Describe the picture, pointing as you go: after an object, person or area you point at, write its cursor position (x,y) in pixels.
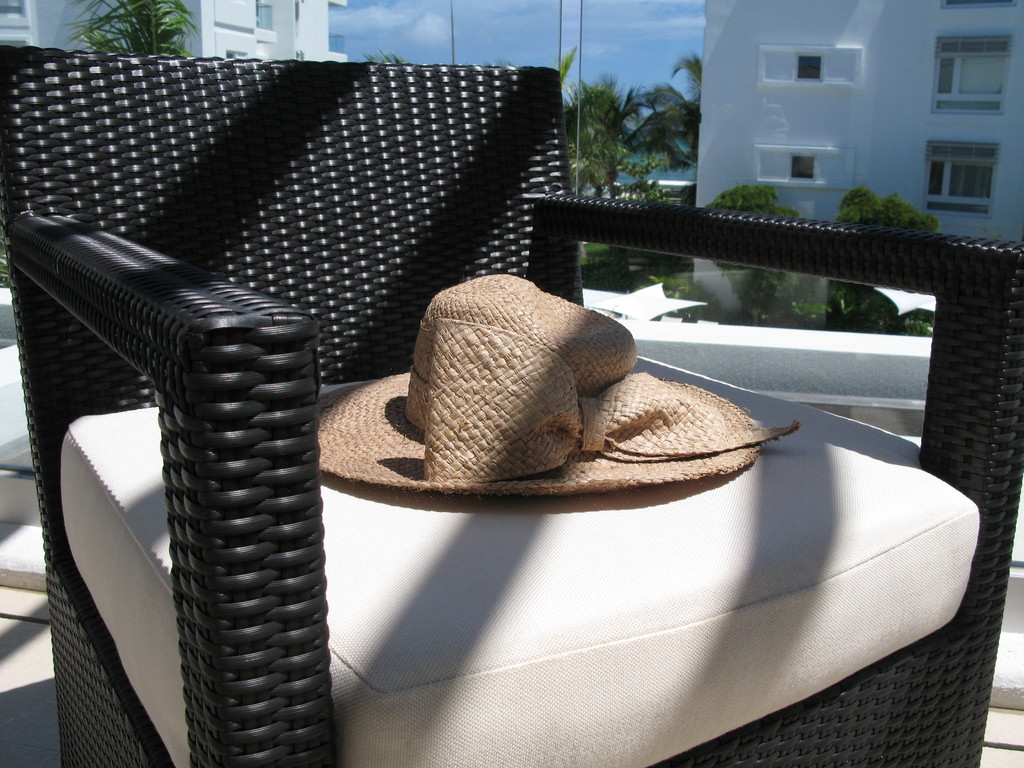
In this image I can see a couch (88,200), on the couch (361,611) I can see a hat (538,403) in cream color and the couch (323,191) is in black color. Background (324,41) I can see few buildings (840,84) in white color, trees (626,250) in green color and the sky (476,58) is in white and blue color.
